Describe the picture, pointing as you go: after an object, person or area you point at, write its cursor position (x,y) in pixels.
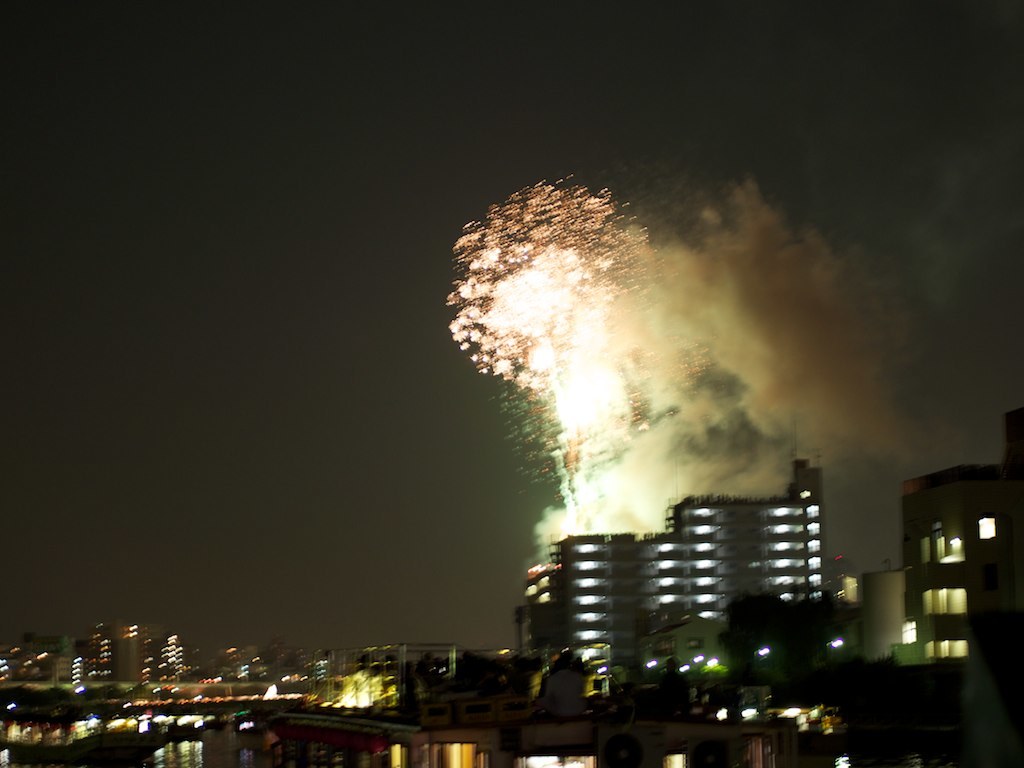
In this image we can see a group of buildings (1003,591), water (213,732) and in the background (893,295) we can see the sky (386,403).
